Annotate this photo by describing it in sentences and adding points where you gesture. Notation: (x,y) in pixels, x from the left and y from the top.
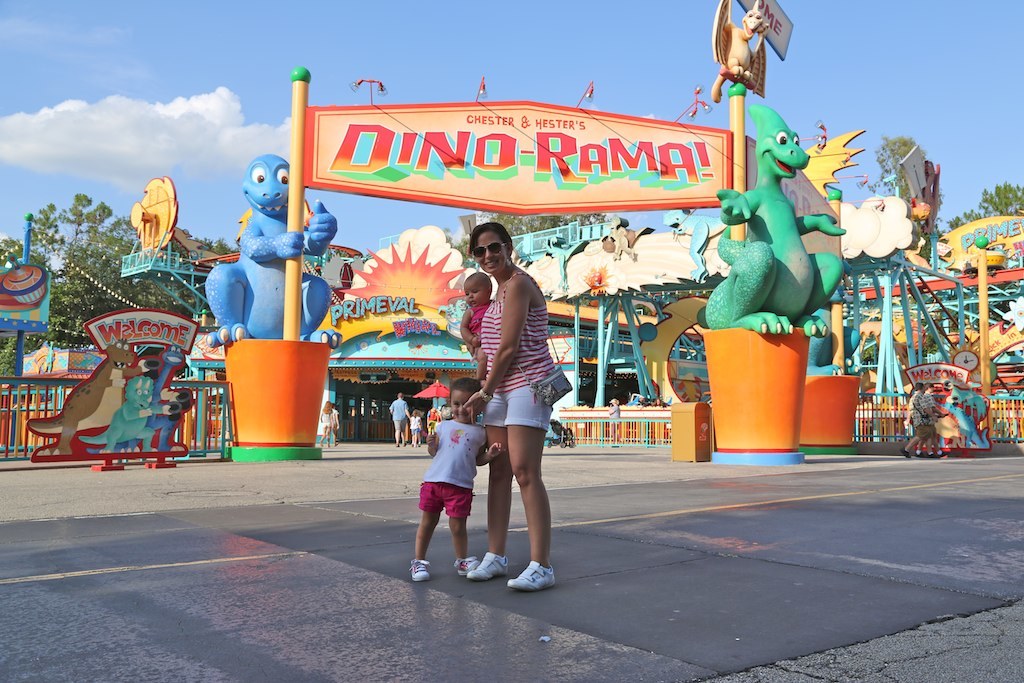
In this picture there is a woman (522,328) standing and smiling and she is holding the baby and there is a girl (464,559) standing. At the back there are group of people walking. At the back (665,415) there is a building (578,249) and there are games (160,282) and there is an arch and there is a text (431,135) on the arch (431,135). At the back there are trees (147,284). At the top (139,119) there is sky (351,213) and there are clouds (121,119). At the bottom (701,548) there is a road (551,649).
